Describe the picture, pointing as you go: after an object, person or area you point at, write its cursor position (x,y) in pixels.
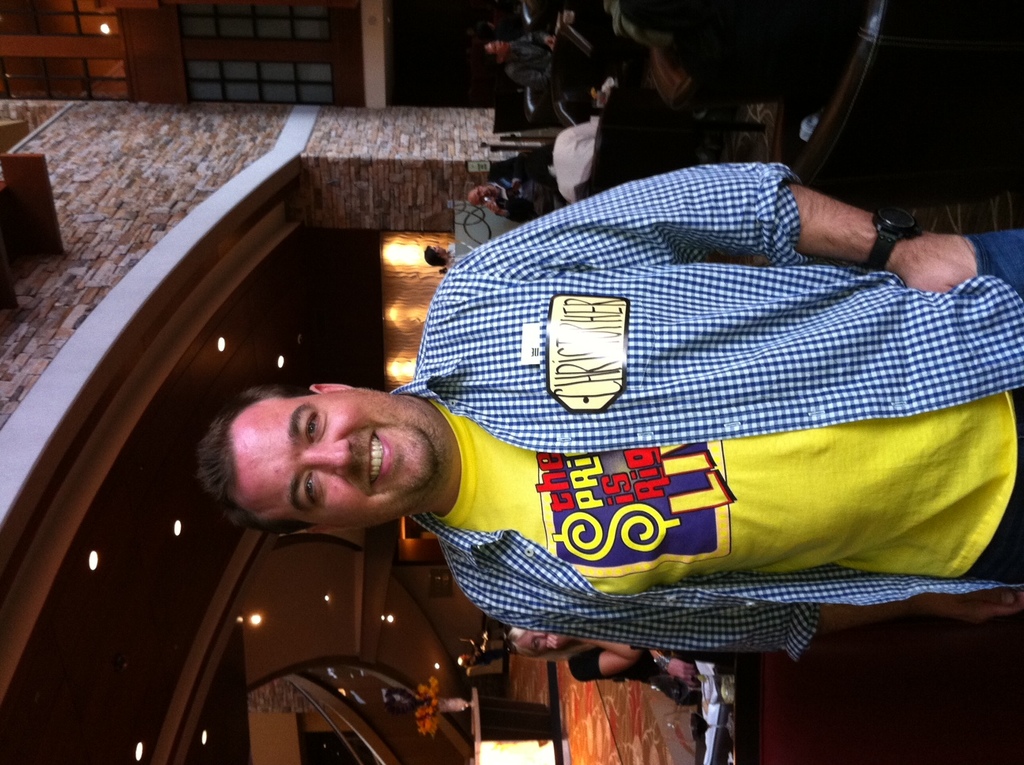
As we can see in the image the person (586,418) who is standing in the front (577,470) is laughing. He is wearing blue color shirt (660,368) with yellow color in-shirt (692,481). On the top (219,54) we can see there is a building (326,35) and group of people (480,20) sitting. Behind the person (532,460) there is a woman (577,645), this woman (572,653) is sitting.
